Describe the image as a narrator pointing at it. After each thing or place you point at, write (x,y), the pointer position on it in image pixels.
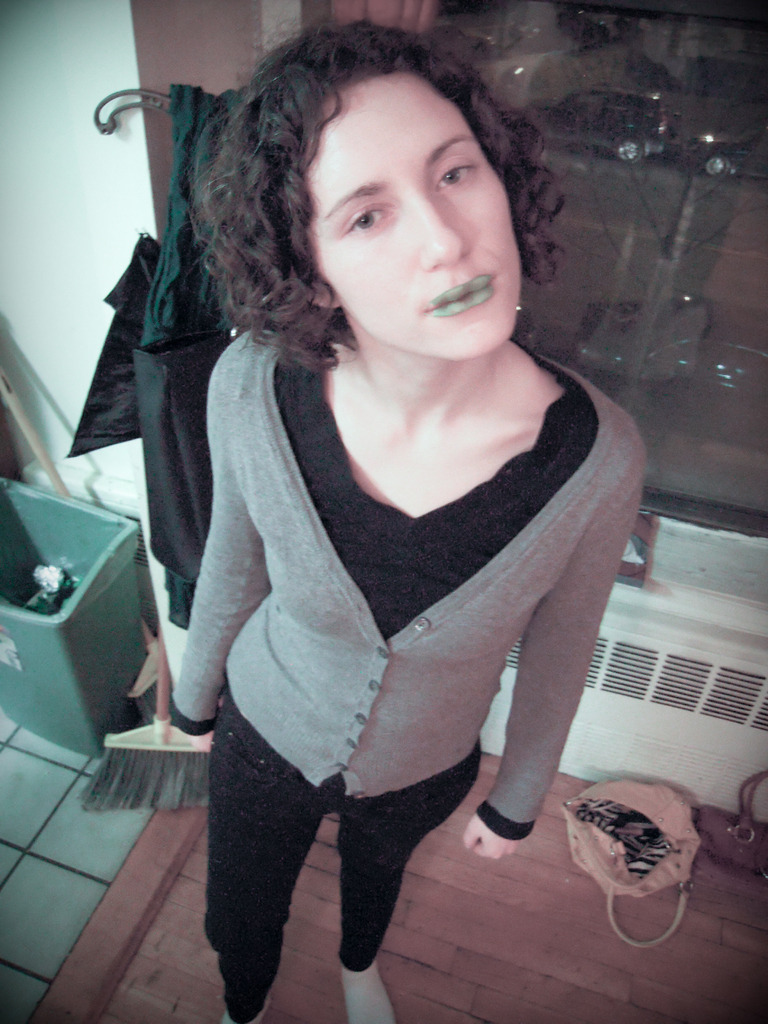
In this picture there is a woman (378,494) who is standing near to the window (635,376). On the left (90,534) I can see the dustbin (99,548). On the right (662,804) I can see bag (649,806) which is placed on the wooden floor (714,937). Behind her I can see the jacket (175,313).
